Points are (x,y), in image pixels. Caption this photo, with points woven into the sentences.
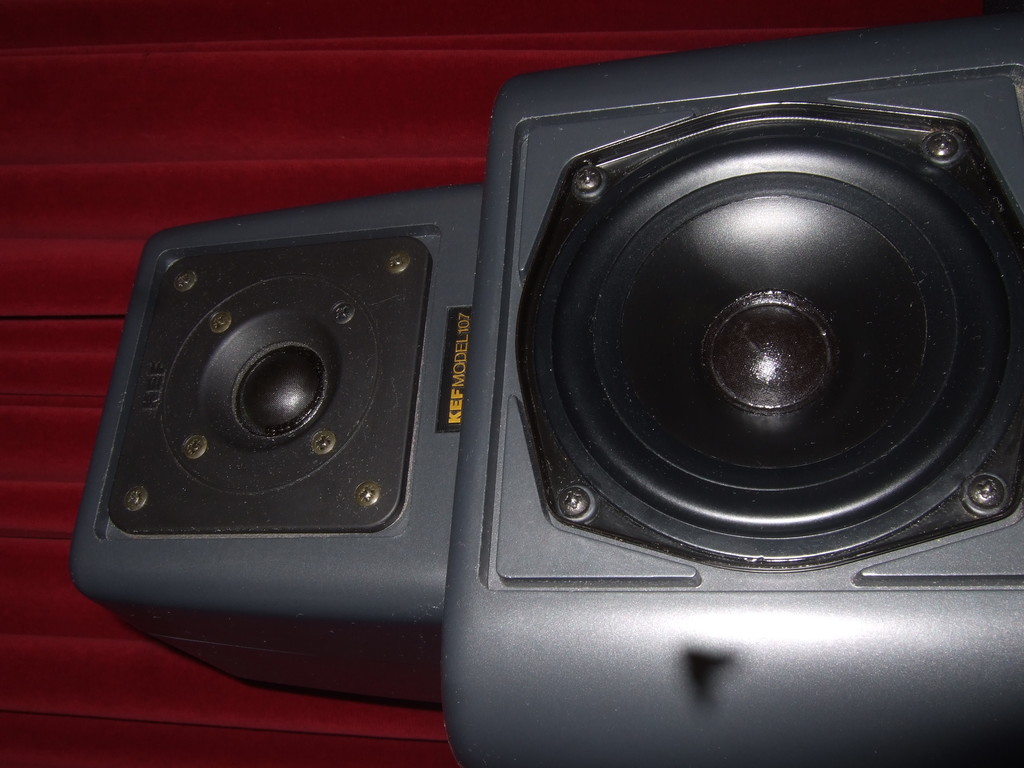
In the picture we can see speakers (629,428) on a platform (287,744).
